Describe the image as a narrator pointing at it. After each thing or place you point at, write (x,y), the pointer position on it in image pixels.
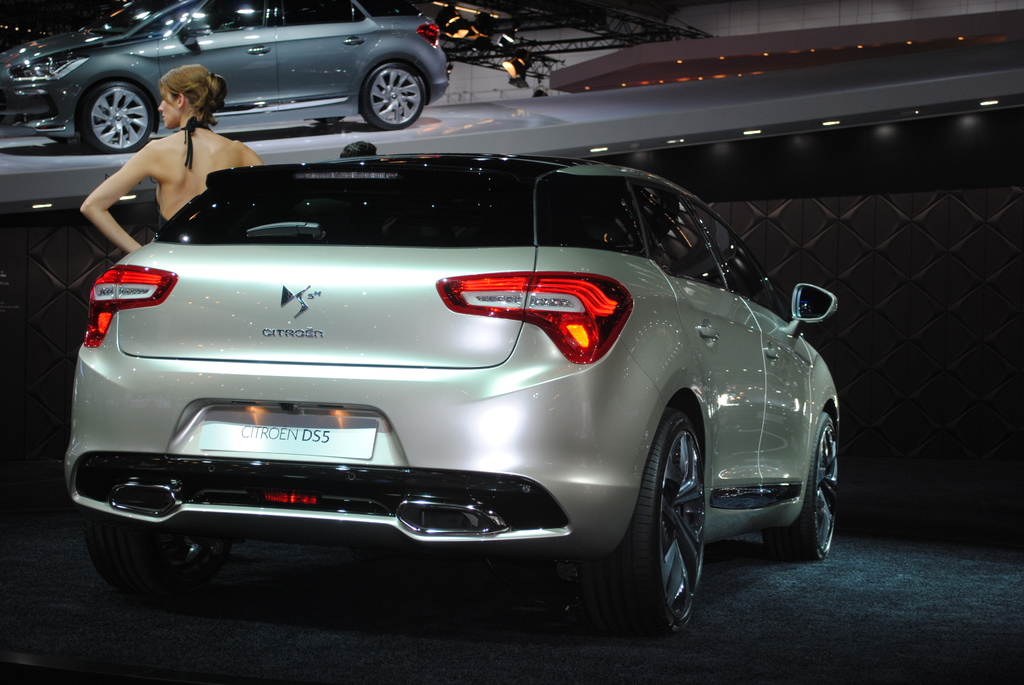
In the image in the center (439,324) we can see one woman (164,119) standing and there is a one car (599,492). In the background (365,18) we can see wall (953,226), lights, ropes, one more car (16,118) and few other objects (586,67).
